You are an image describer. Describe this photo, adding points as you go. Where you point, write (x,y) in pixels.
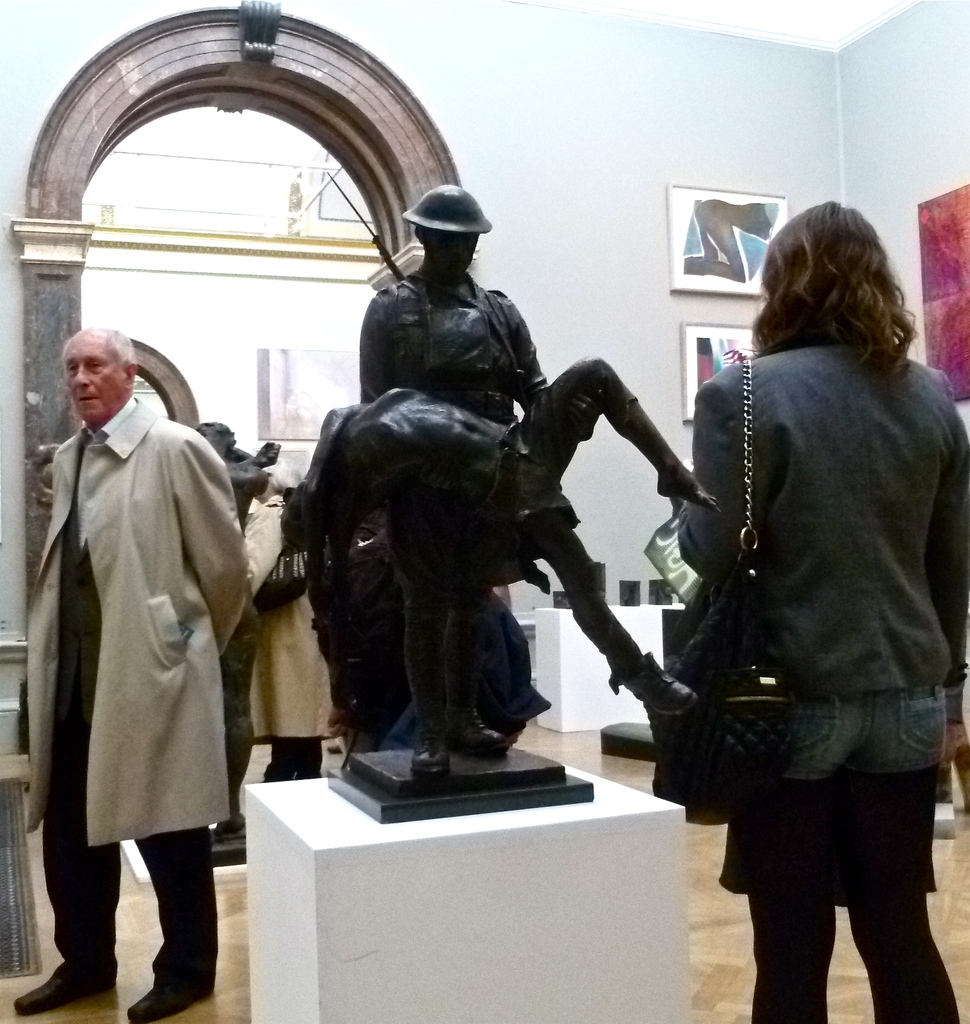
In the center of the image (447,536) a sculpture (409,542) is there. On the right side of the image (817,554) a lady (835,574) is standing and wearing a bag (746,657). On the left side of the image (115,592) a man (130,526) is there. In the background of the image (557,191) we can see some photos (672,215), wall (576,93) are present. At the bottom of the image (720,987) floor (724,949) is there.
